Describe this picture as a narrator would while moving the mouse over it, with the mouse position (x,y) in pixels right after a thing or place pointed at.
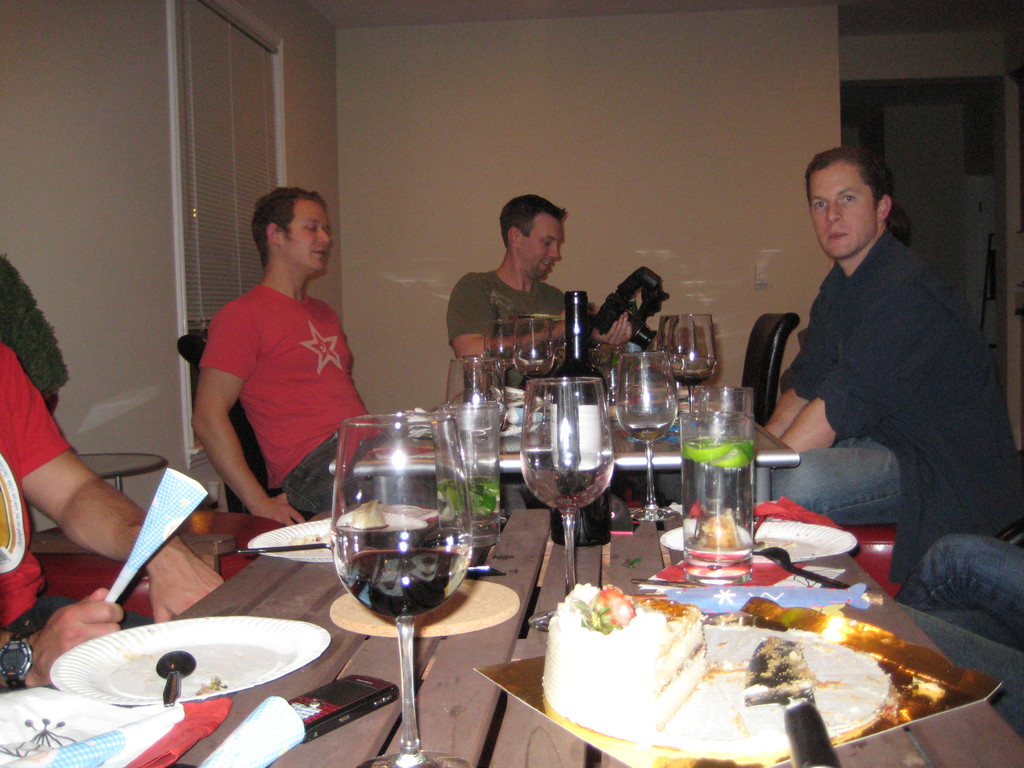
In this image, five persons (965,643) are sitting on the chair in front of the table (368,750). Out of which two are half visible. On the table (468,651), glasses (468,546), plates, spoons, mobiles (335,723), bottles (591,522) and so on kept. The background walls (701,101) are light cream in color. Behind that a door (895,148) is visible. And a window (261,144) visible on the left (198,177). This image is taken inside a room (514,451).
